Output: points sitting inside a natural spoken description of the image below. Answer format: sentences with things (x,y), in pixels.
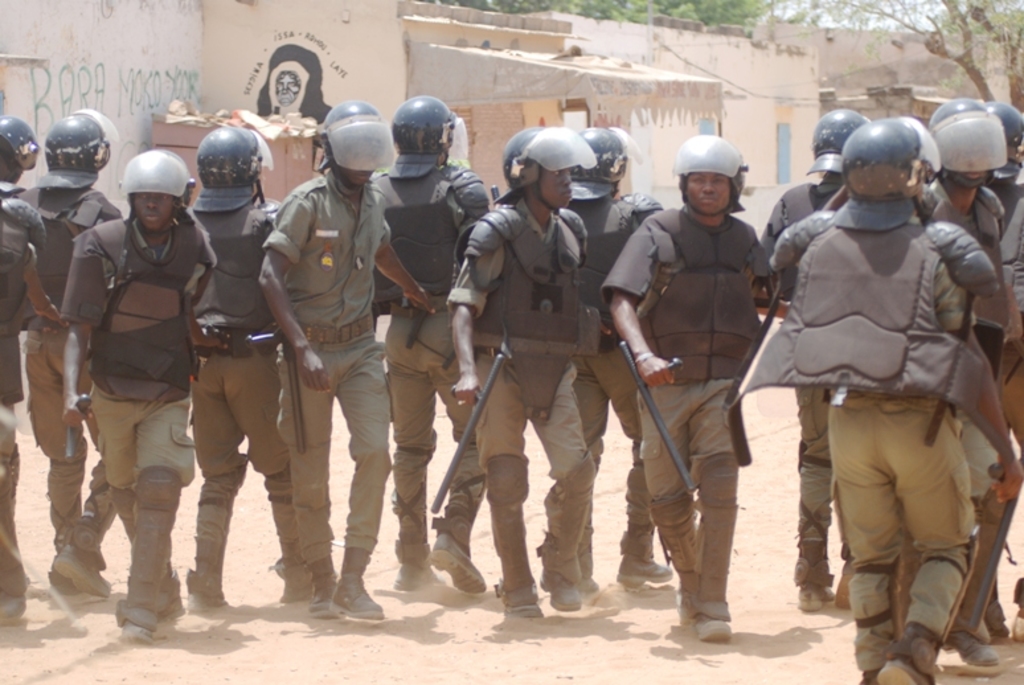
In this image, we can see cops (454,377) holding batons (511,356). In the background (360,70), there are buildings (792,58), trees (890,16). At the bottom (505,655), there is ground (564,658).
